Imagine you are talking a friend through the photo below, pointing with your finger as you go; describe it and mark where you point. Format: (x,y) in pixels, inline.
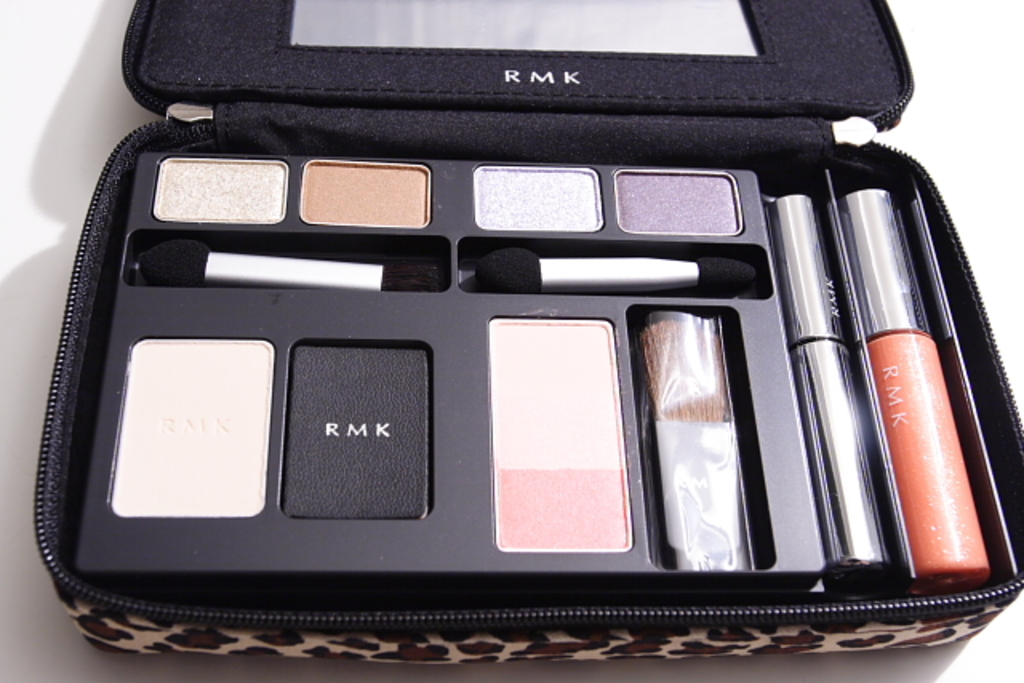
In this image, I can see a makeup kit bag (996,407) with cosmetics (576,492) and makeup brushes (281,258). There is a white background (1014,671).
